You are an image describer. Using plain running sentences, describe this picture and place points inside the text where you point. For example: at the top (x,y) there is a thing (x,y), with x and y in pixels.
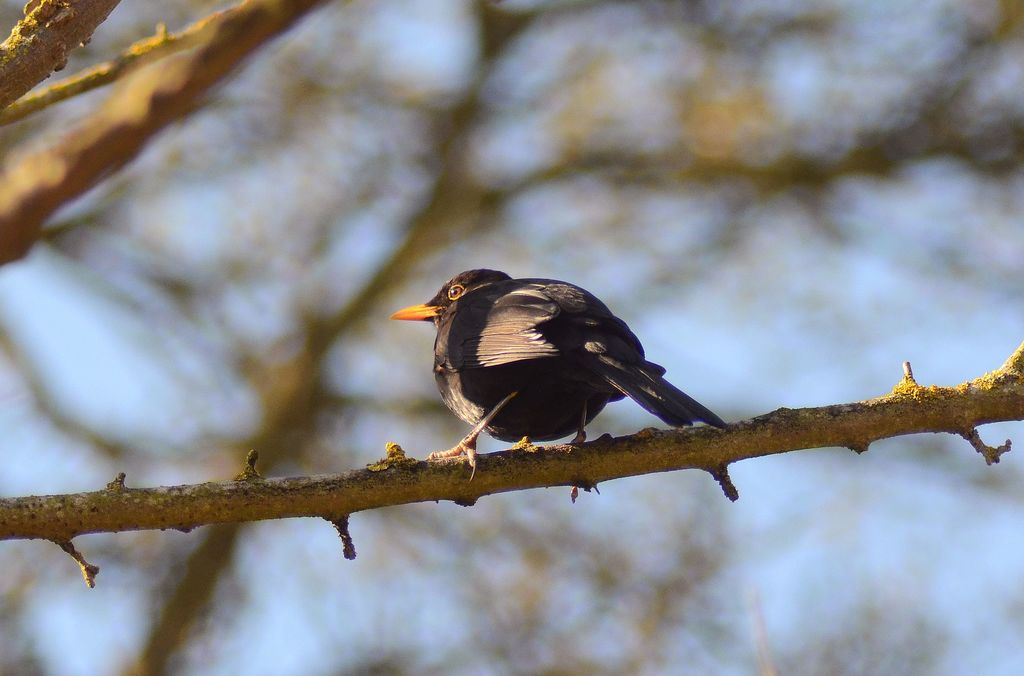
In this image in the front (537,480) there is a bird (507,372) standing on the branch (552,462) of a tree (545,468) and the background (51,632) is blurry.
